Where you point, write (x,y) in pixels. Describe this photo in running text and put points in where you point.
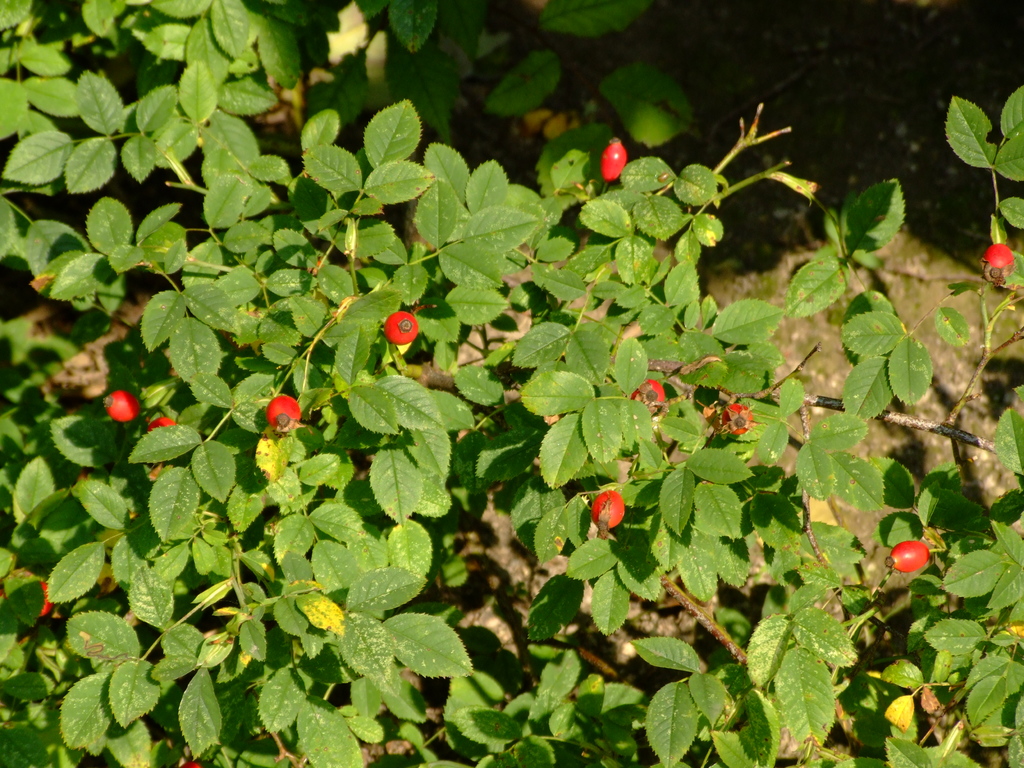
In the image we can see some plants (636,135).
